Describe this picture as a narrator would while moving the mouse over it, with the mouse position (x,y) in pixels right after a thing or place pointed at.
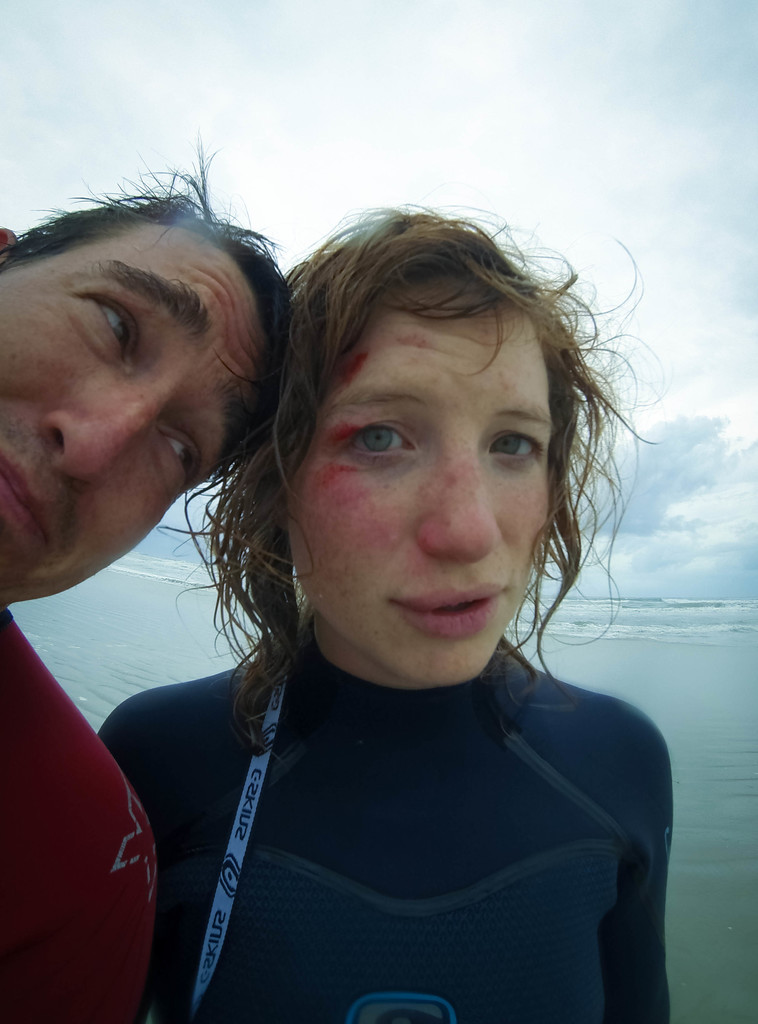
In this image in the front (251,548) there are persons (63,549). In the background (664,672) there is an ocean (638,611) and the sky (672,292) is cloudy.
